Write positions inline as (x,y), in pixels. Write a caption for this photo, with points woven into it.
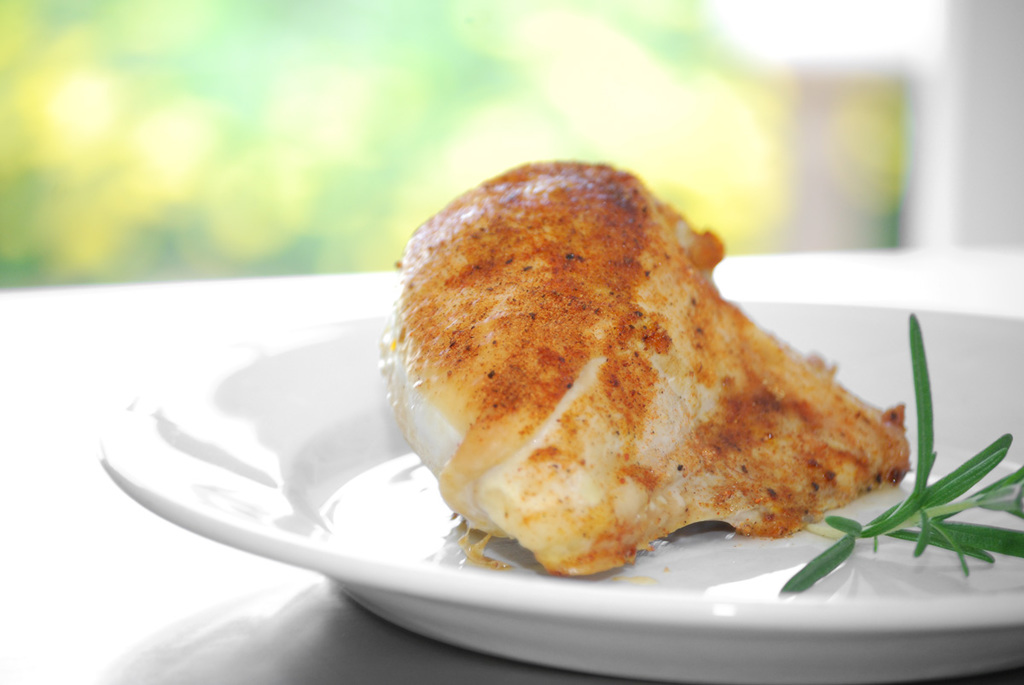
In this image I can see there is a table (209,561). On the table (404,678) there is a plate (363,393). And there is a food item (731,353) on the plate (968,440) and there is a leaf (923,444). And at the back (613,105) it looks like a blur.
